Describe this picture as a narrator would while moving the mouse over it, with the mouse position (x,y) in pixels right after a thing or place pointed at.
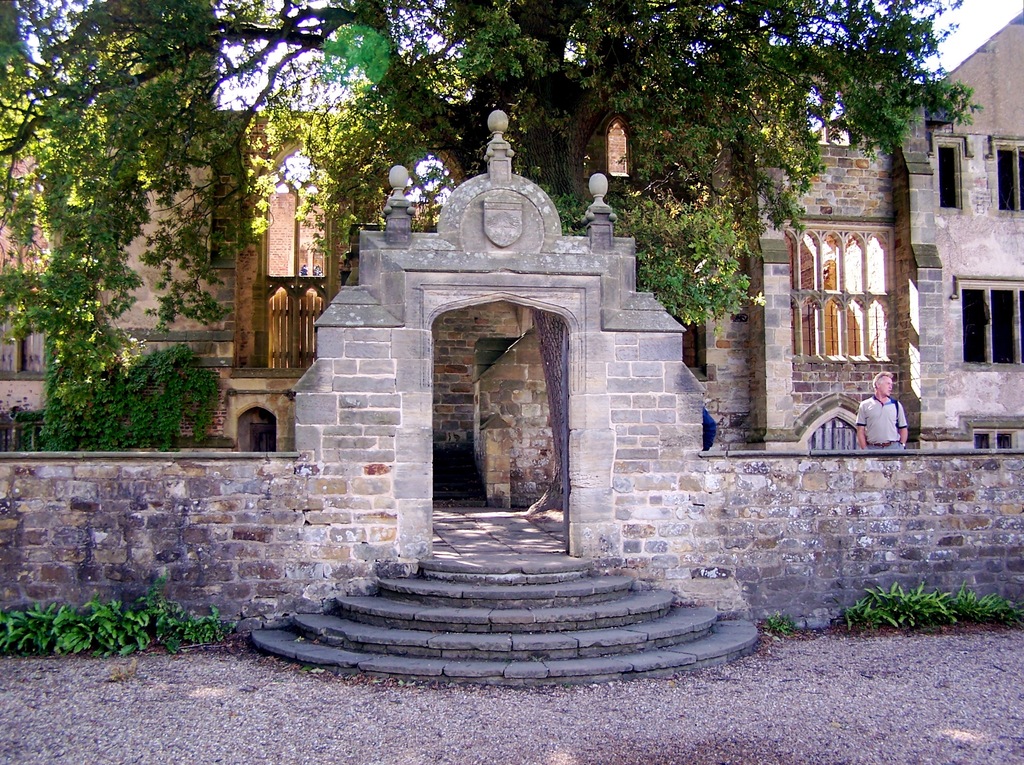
In this image I can see an old construction (582,415). On the right side (880,398) there is a man (867,401), at the back side (666,124) there are trees (655,166).
